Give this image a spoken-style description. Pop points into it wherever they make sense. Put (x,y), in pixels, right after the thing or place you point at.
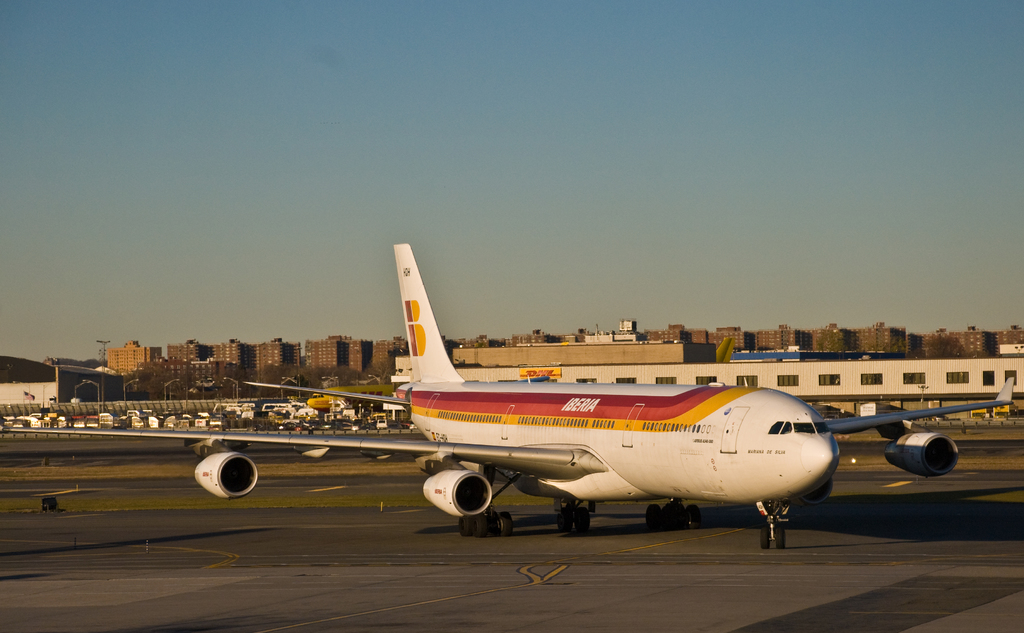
There is an aircraft (399,281) in the foreground area of the image (511,383), there are vehicles (275,406), poles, buildings (393,364) and the sky (491,301) in the background (622,314).
